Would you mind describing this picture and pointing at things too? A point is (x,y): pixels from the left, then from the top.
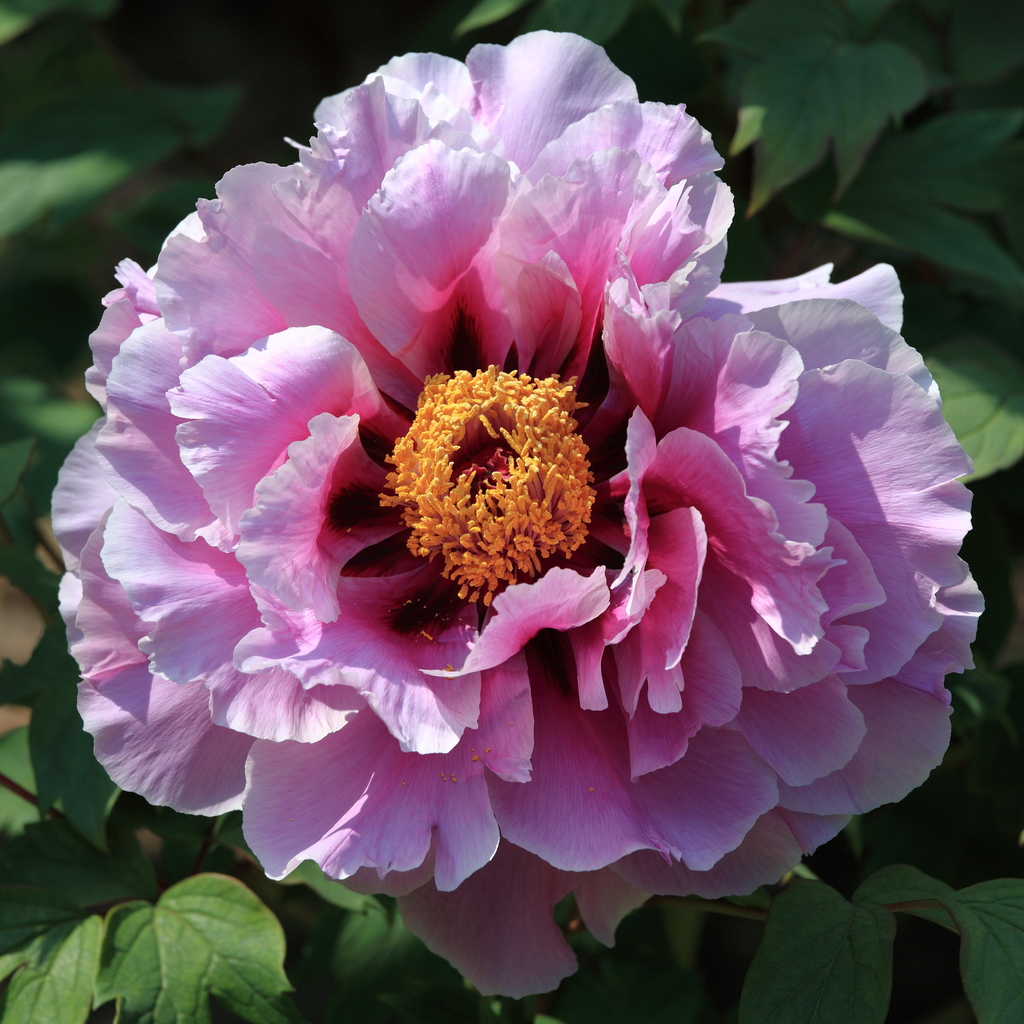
In this image we can see pink color flower (497,595). In the background (115,155), we can see leaves (276,962).
